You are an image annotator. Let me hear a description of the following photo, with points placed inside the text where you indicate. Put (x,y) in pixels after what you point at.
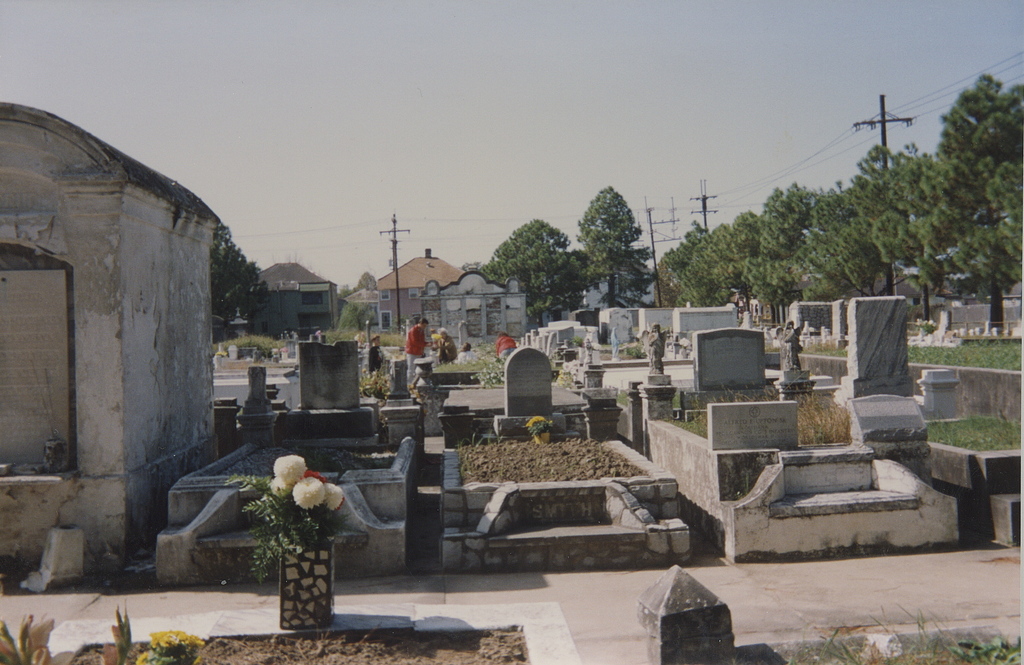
In this picture we can see few graves (476,340) and few people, in the background (791,252) we can find few houses (599,289), trees (609,305) and poles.
